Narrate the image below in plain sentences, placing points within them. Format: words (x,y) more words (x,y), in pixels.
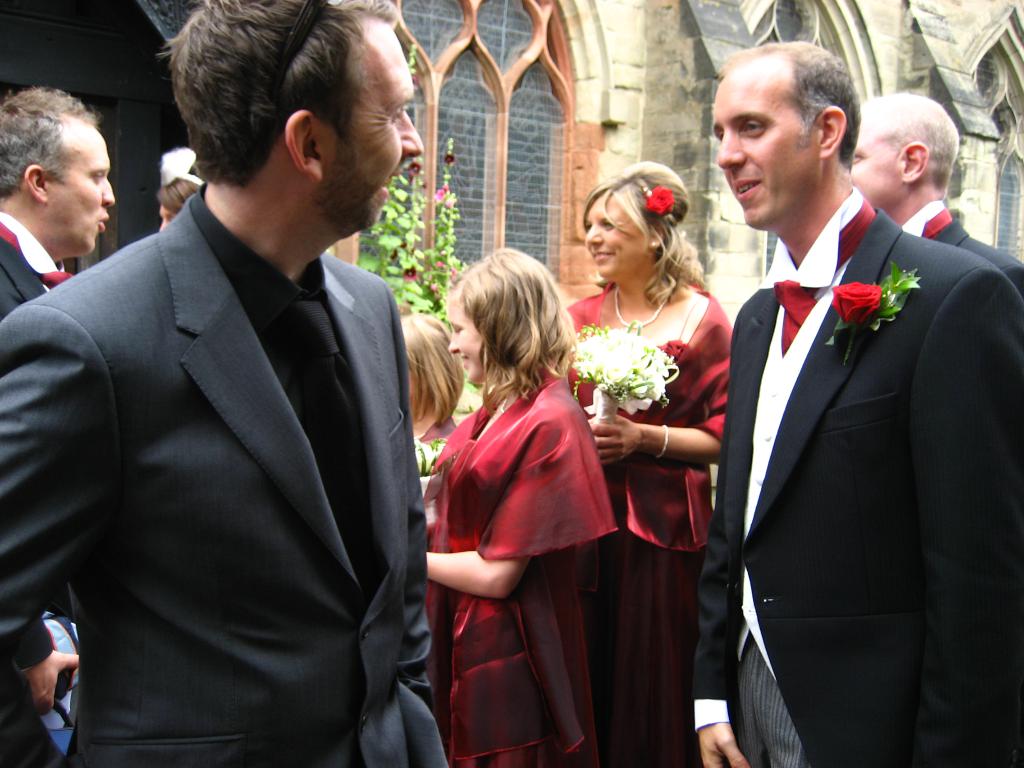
In this picture I can see a group of people (560,371) are standing among them this woman (673,414) is holding a flower bouquet (631,406) in the hands (639,444). These men (836,367) are wearing black color suits (302,461). In the background (604,105) I can see a building (627,114) and plants (449,247).
